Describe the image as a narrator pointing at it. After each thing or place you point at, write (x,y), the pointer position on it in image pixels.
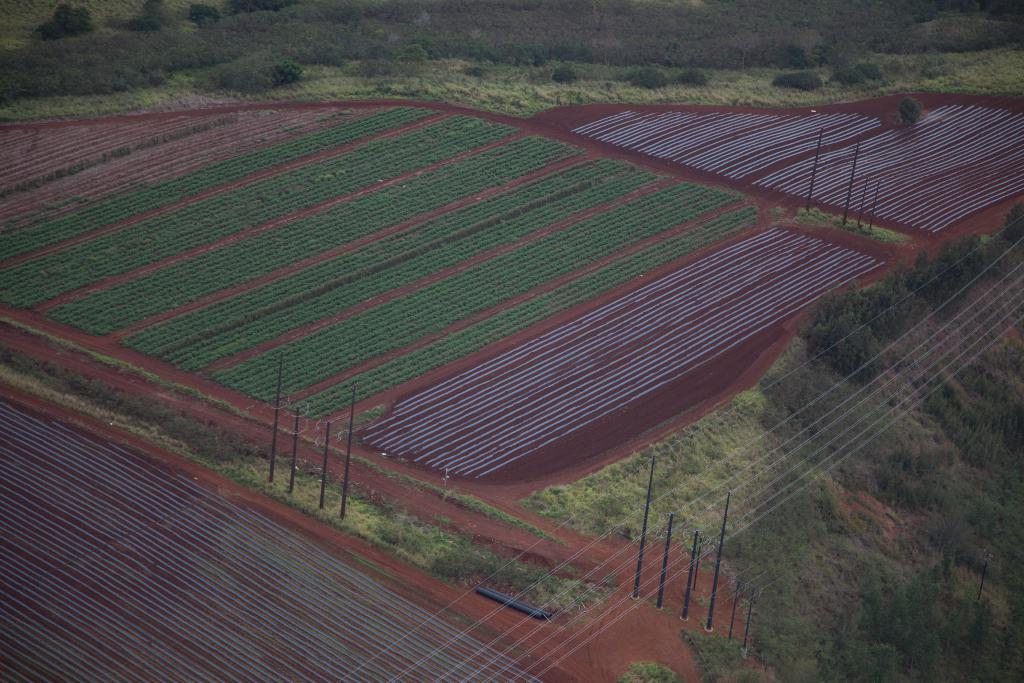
In this image, we can see fields (533,268) and in the background (468,44), there are trees (832,51), poles (812,187) and wires (868,386).
